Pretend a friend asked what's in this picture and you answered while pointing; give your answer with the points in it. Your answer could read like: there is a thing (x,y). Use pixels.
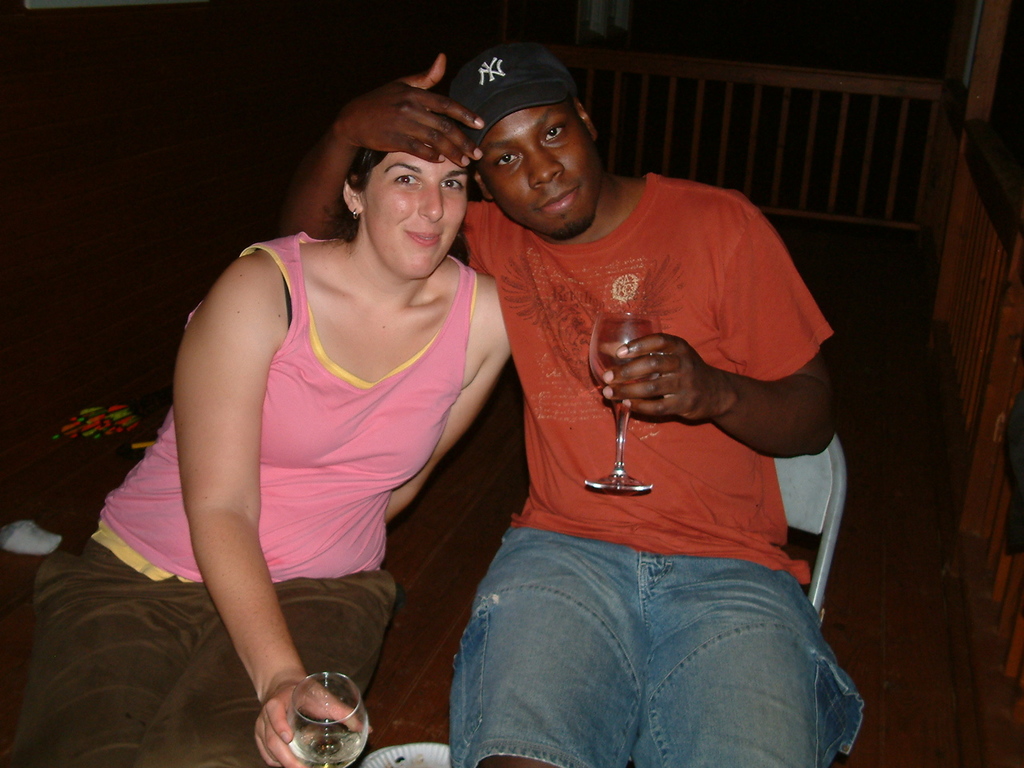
In this image I can see a man (701,350) is sitting on the chair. The woman (360,436) is sitting and there are holding the glass (353,725). The man (611,380) is wearing the black cap (536,92). At the background (726,61) we can see wooden fencing (775,157) which is in brown color.
